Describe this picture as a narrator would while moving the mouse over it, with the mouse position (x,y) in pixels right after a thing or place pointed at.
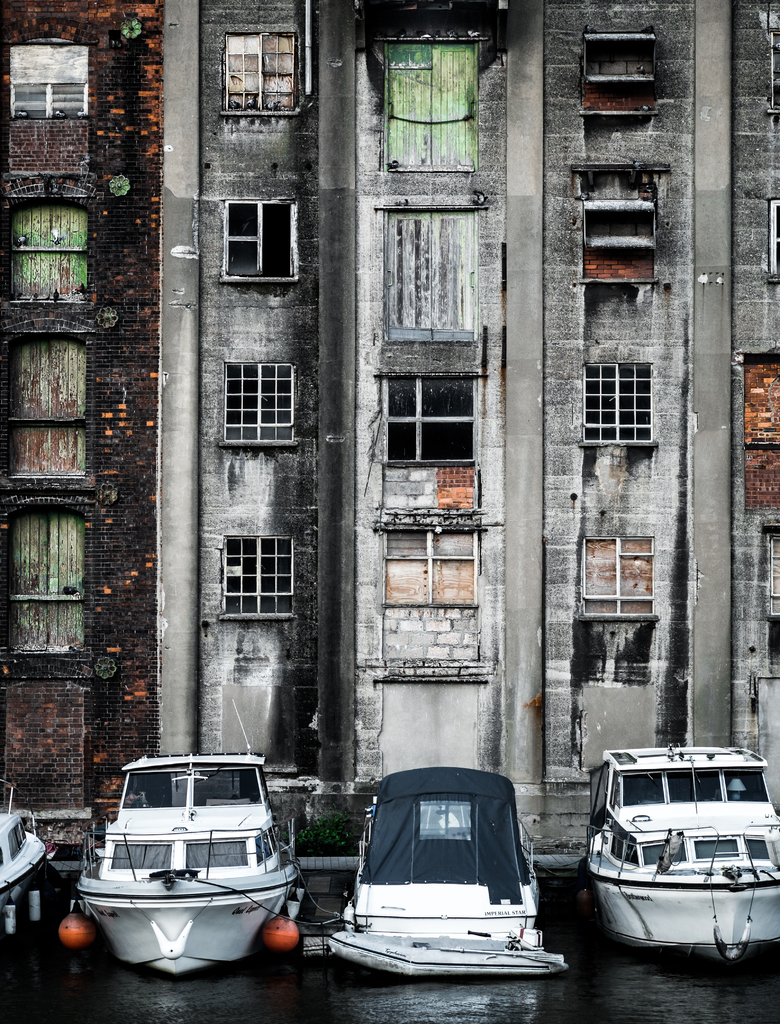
In this picture we can see water (656,965) at the bottom (645,994), there are four boats (638,884) in the water (653,989), in the background (326,558) there is a building (399,317), we can see windows (643,228) of the building (378,206).
